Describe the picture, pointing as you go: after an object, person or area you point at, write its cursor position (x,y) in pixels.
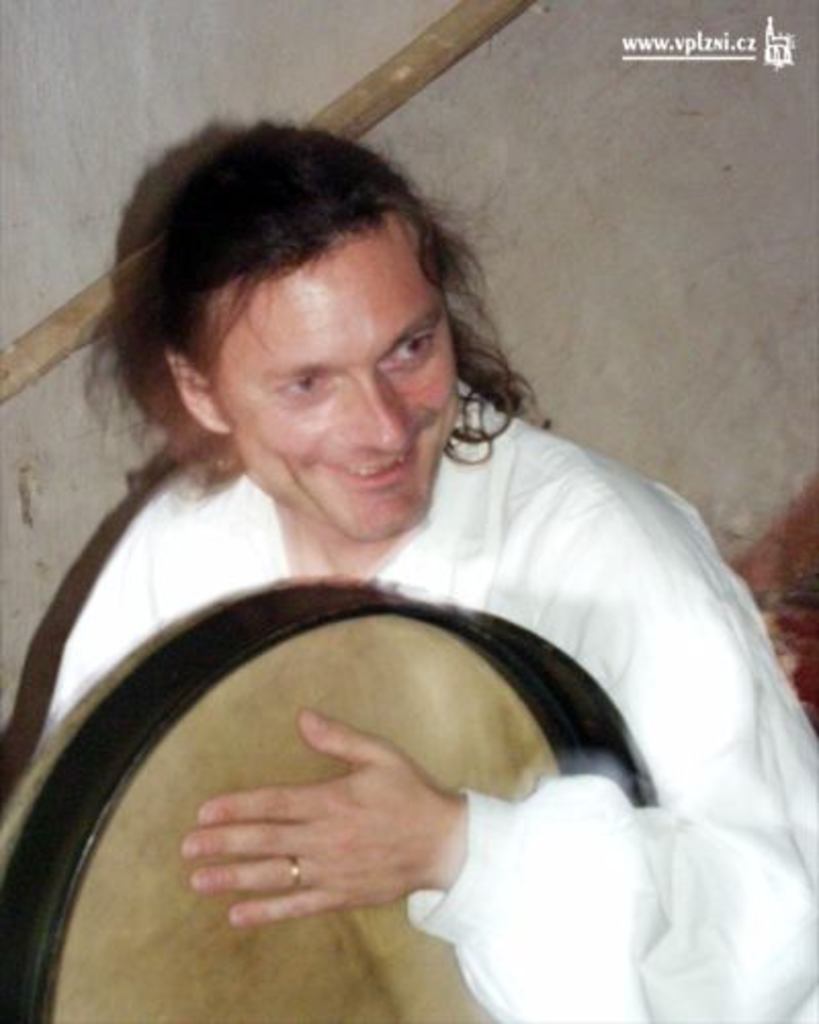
A man (497,836) is holding the drum (378,709), he is smiling. He wore a white color dress (489,553).
